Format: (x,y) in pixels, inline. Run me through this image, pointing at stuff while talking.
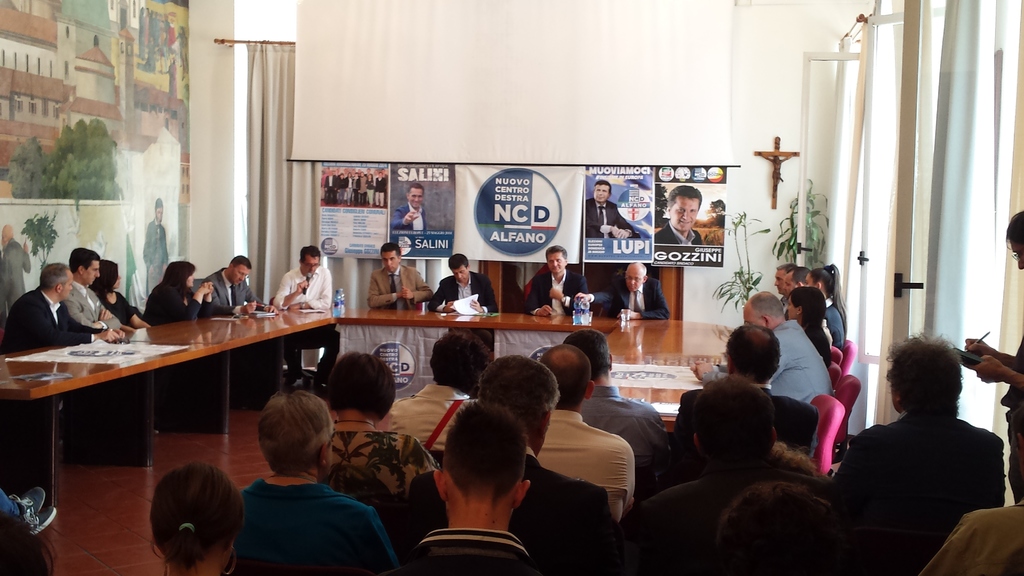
In this image, group of people (315,293) sitting on the chair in front of the table (106,369) on which bottle (342,308), papers (460,306) are kept. At the bottom (253,542), group of people (984,457) sitting on the chair (873,546). The background (378,66) is white in color on which a wall painting (123,95) is there. And a curtain (269,132) of light brown in color visible. On the right (802,100), windows (953,181) are visible. This image is taken inside a hall (802,65).
